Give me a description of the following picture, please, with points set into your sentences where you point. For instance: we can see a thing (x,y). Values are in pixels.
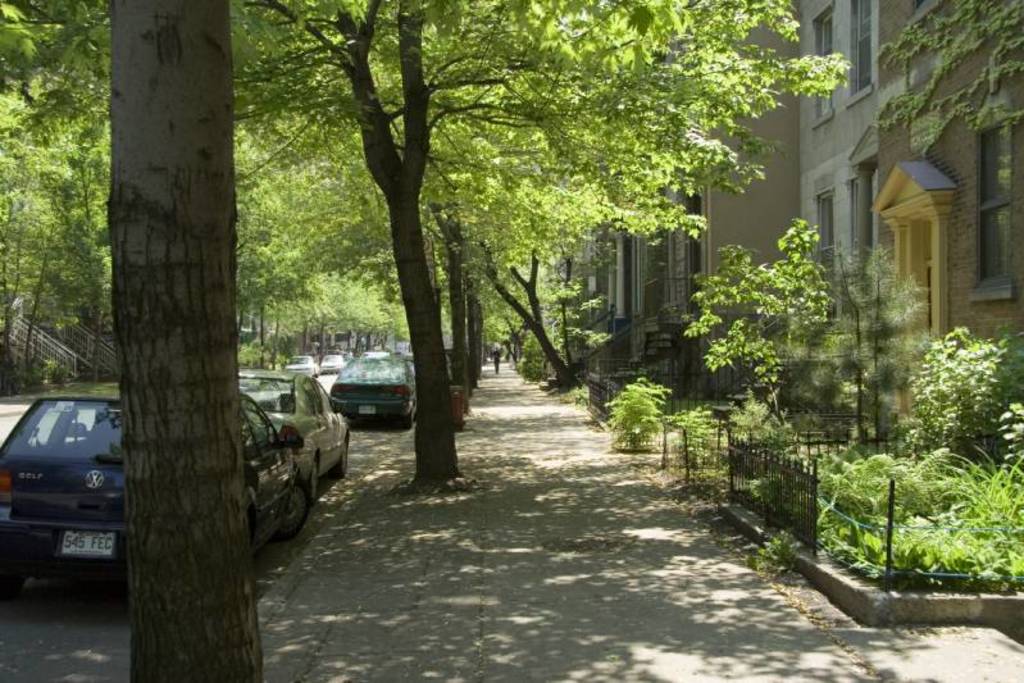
In this image there are buildings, there are trees (837,360), there are plants (934,488), there is a fencing (796,496), there are cars (339,419).
